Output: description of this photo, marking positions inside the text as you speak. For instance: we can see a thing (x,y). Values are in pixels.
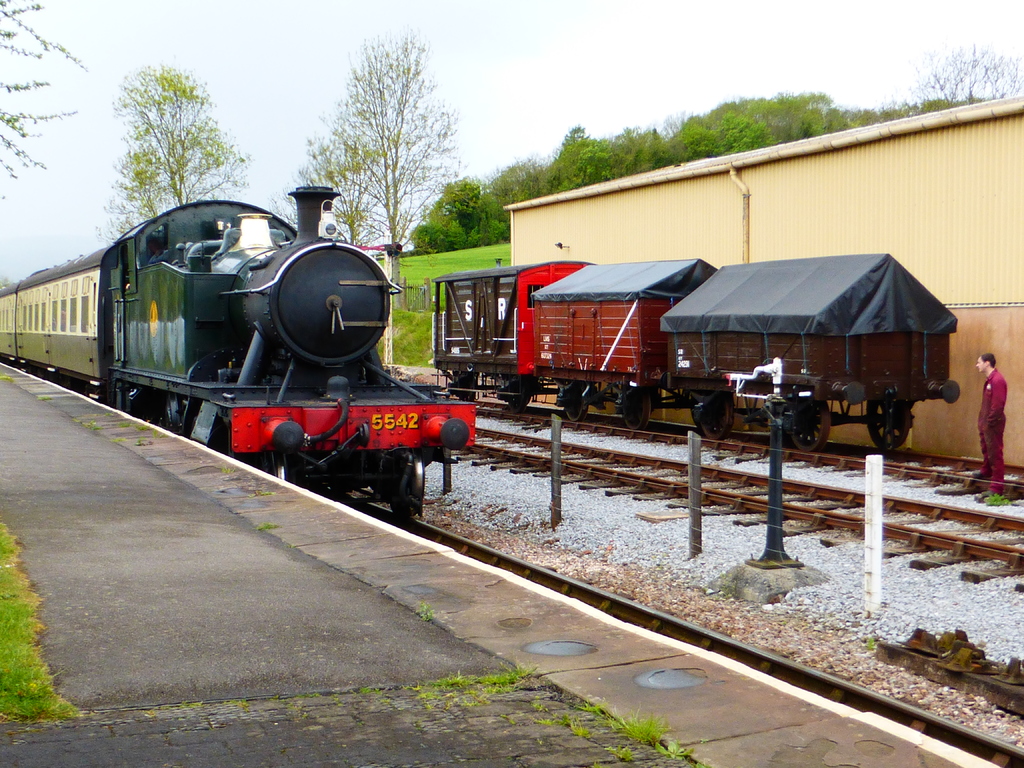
In this image, we can see a train (282,457) is on the track (542,580). Here we can see few tracks (800,498). At the bottom (156,652), there is a platform (352,611). Here we can see few containers (624,341). Right side of the image (995,396), we can see a person (994,435) is standing. Background (413,316) there are so many trees (495,239), plants (456,239), grass (416,265). Top of the image (526,107), there is a sky (493,72).
